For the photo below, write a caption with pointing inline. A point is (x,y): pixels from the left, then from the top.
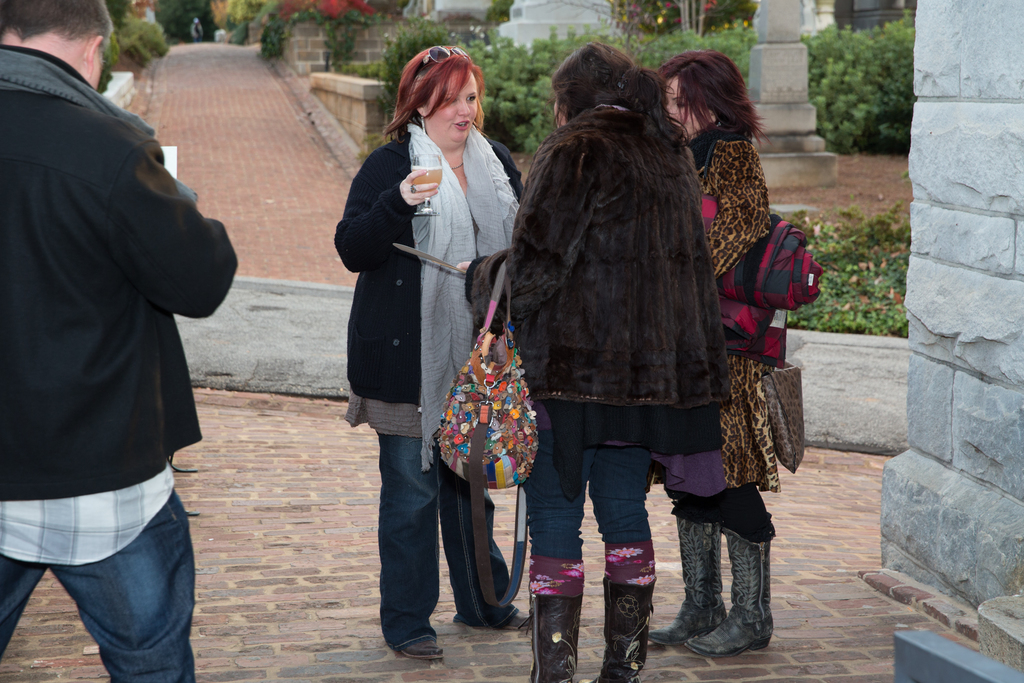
There are three women (534,335) standing on a path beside a wall (941,162). Three of them are wearing jackets (636,290) and they are talking to each other, beside the women (528,359) there is a man (146,386). Behind these people (451,59) there are many plants (520,59) and trees (434,37) beside a slope (247,197).
